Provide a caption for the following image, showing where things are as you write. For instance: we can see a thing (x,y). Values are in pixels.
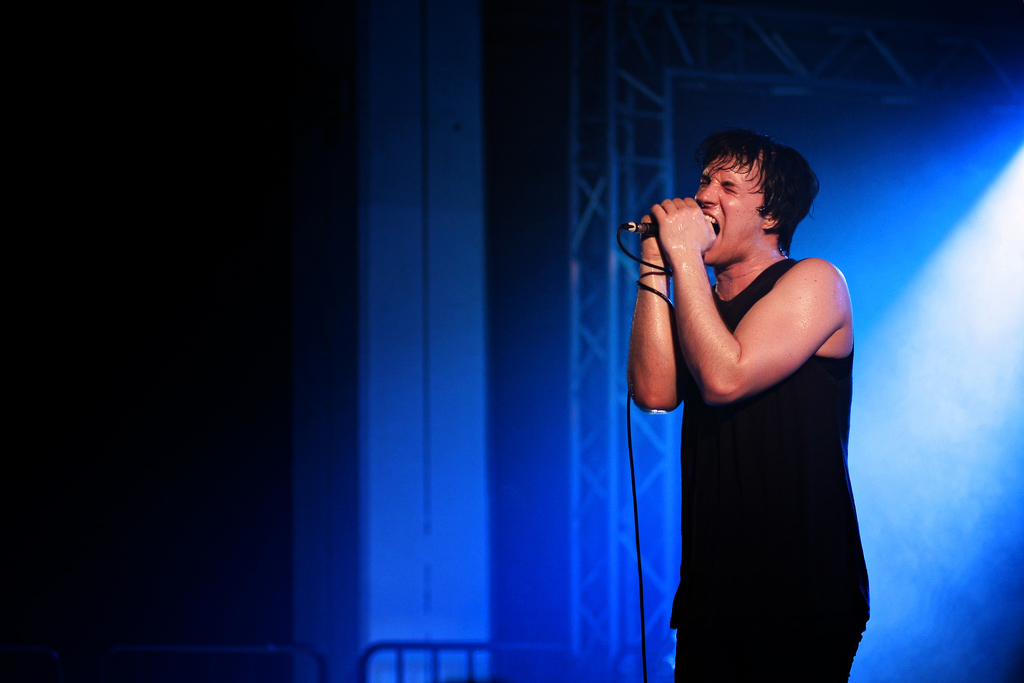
In this picture we can see a man (741,524) and he is holding a mic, here we can see few objects (665,507) and in the background (665,507) we can see it is dark.
